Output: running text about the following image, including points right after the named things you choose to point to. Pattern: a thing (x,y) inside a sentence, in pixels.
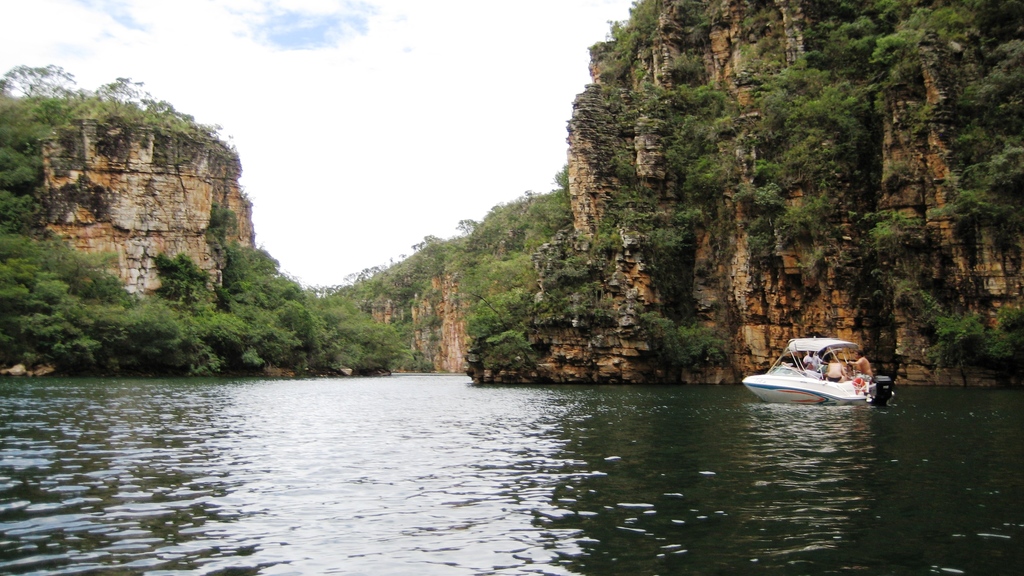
In this image there is a lake (408,470) in the middle (343,380) and there are hills (156,221) on either side of the lake (406,411). On the hills (532,222) there are trees (509,229). At the top (316,37) there is the sky (308,50). On the right side (806,390) there is a boat (822,388) in the water (677,449).
